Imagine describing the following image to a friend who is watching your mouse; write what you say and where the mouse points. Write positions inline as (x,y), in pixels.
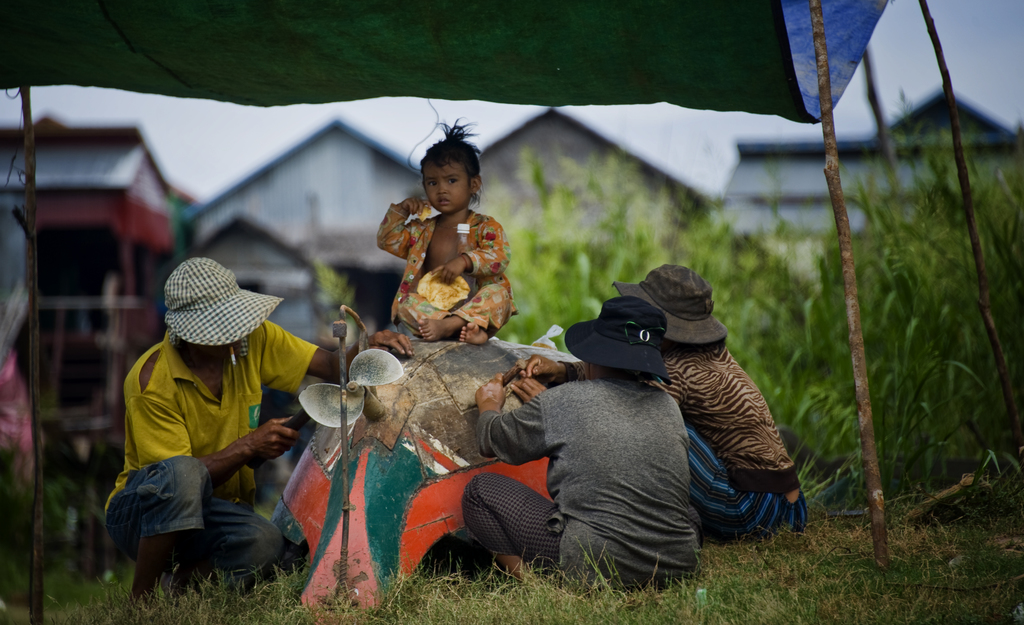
In this picture we can see three people (612,491) on the grass (691,622), child (418,327) on an object (409,443), tent (173,81), plants (694,210), sheds (585,167), some objects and in the background (906,77) we can see the sky (847,126).
